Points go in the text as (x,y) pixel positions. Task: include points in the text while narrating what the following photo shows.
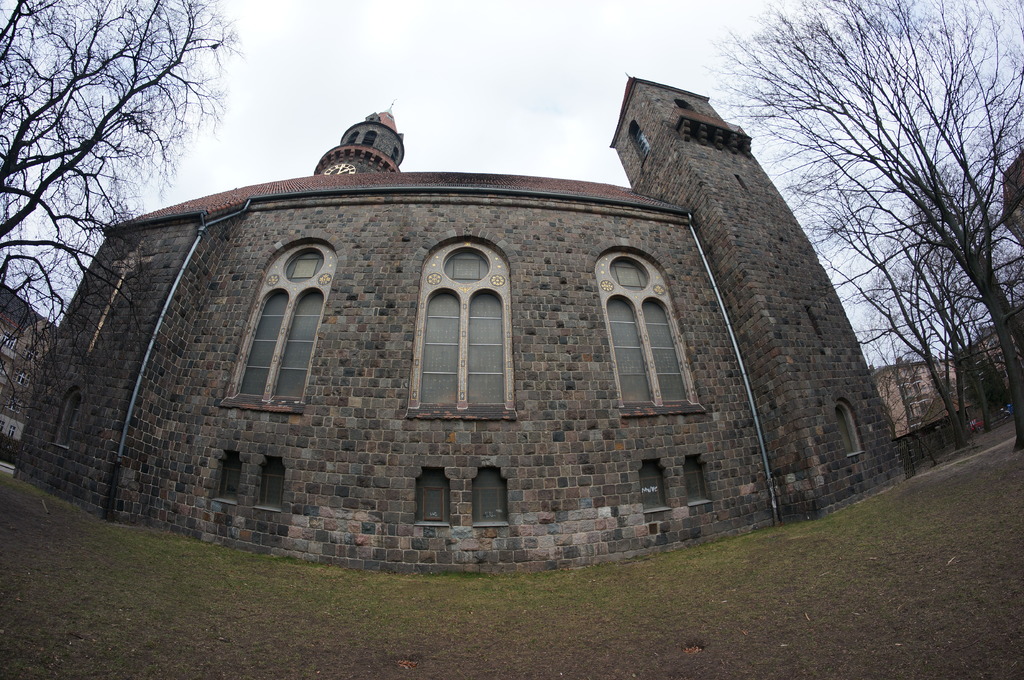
In this image I can see the ground (681,644), some grass (110,554) on the ground (153,614), few trees (1004,349) and a building (391,356). I can see few windows (304,348) of the building (611,355) and in the background (545,117) I can see the sky (488,81).
